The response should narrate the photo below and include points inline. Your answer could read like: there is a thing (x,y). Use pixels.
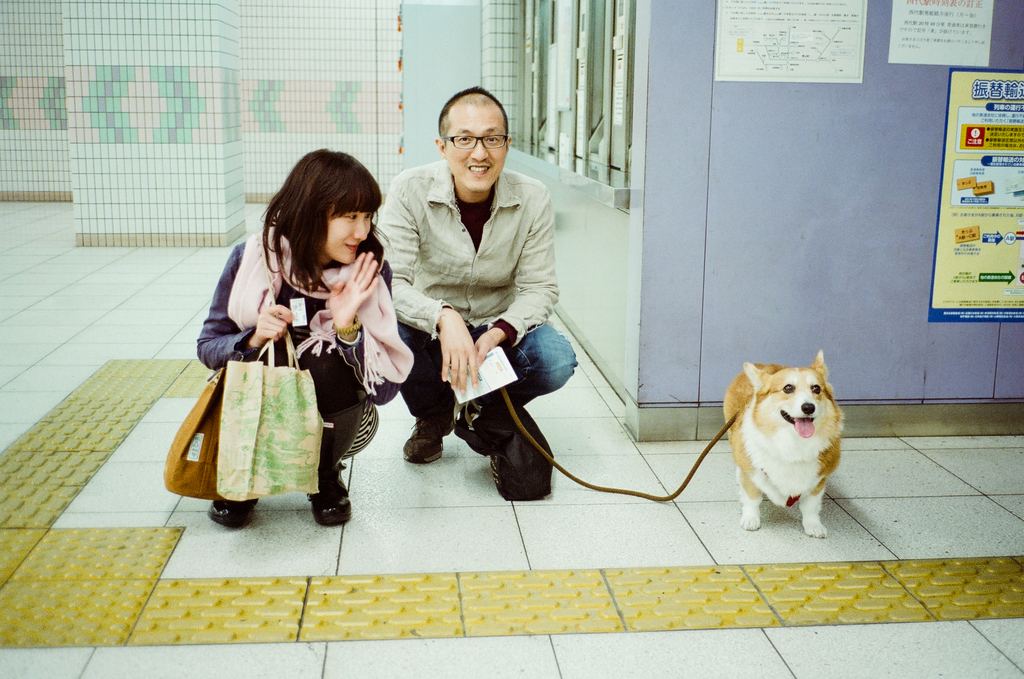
In this picture I can see a man (477,295) and a woman (239,257) and I can see man (489,265) holding a dog (776,438) with the help of a string (507,399) and I can see woman (351,369) holding couple of bags (195,408) and I can see posters (982,304) on the wall (918,193) with some text (954,281).
